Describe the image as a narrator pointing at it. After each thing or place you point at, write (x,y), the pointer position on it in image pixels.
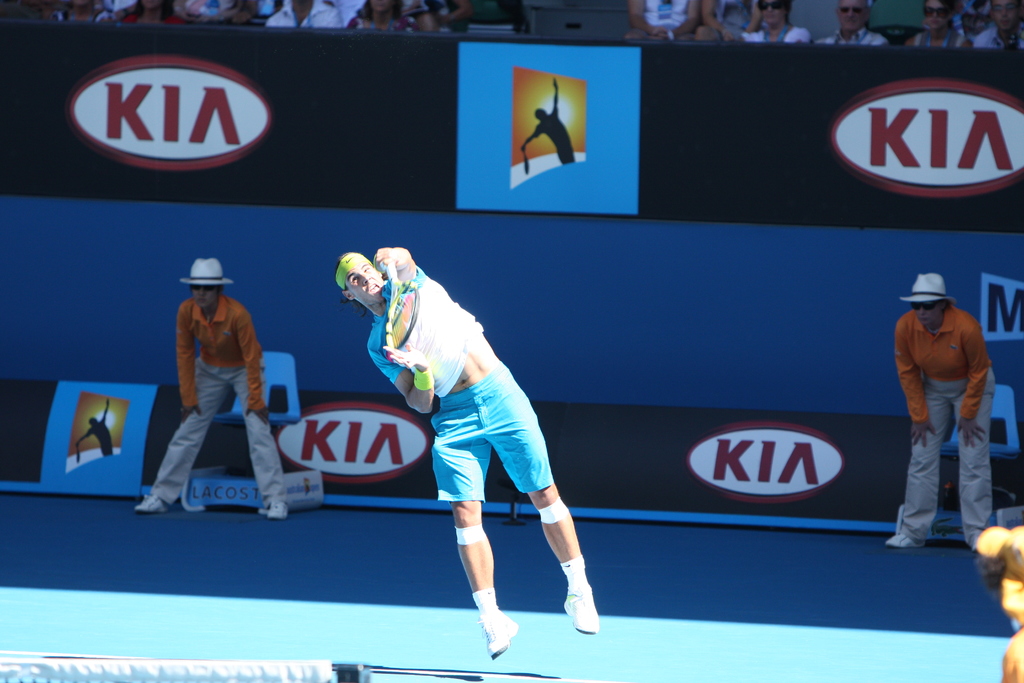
Here we see a man (406,268) playing tennis in a tennis court (15,540) and two people (206,309) standing and watching the game.
